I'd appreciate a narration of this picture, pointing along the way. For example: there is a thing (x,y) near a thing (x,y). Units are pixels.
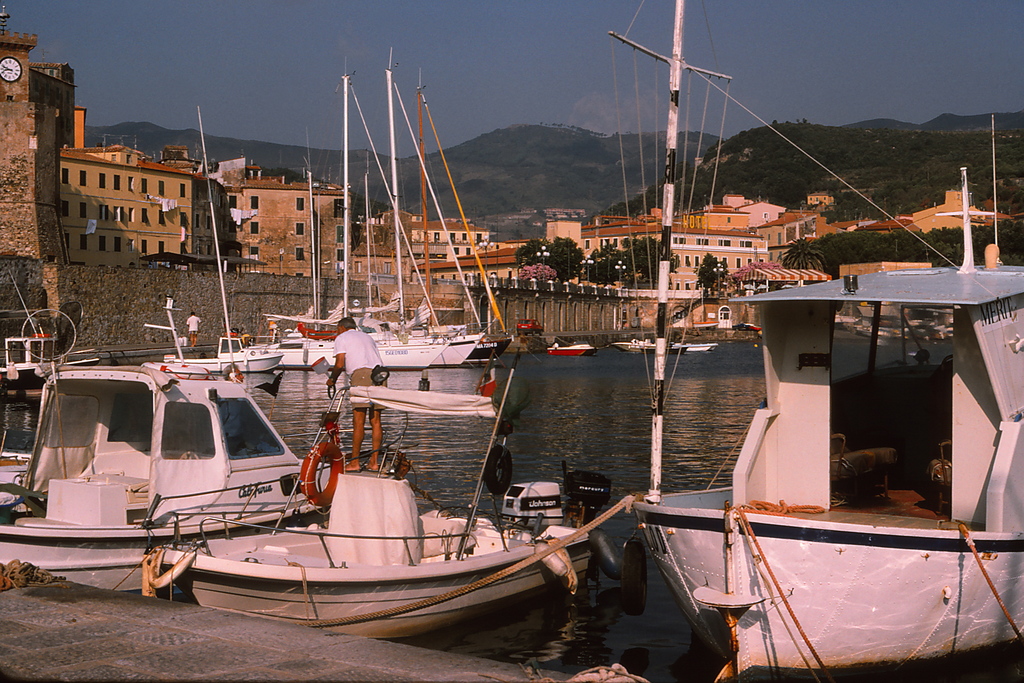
In this picture we can see boats (970,369) on water (289,388), buildings (23,192) with windows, mountains (916,126), trees (825,269) and in the background (642,23) we can see the sky (374,90).
